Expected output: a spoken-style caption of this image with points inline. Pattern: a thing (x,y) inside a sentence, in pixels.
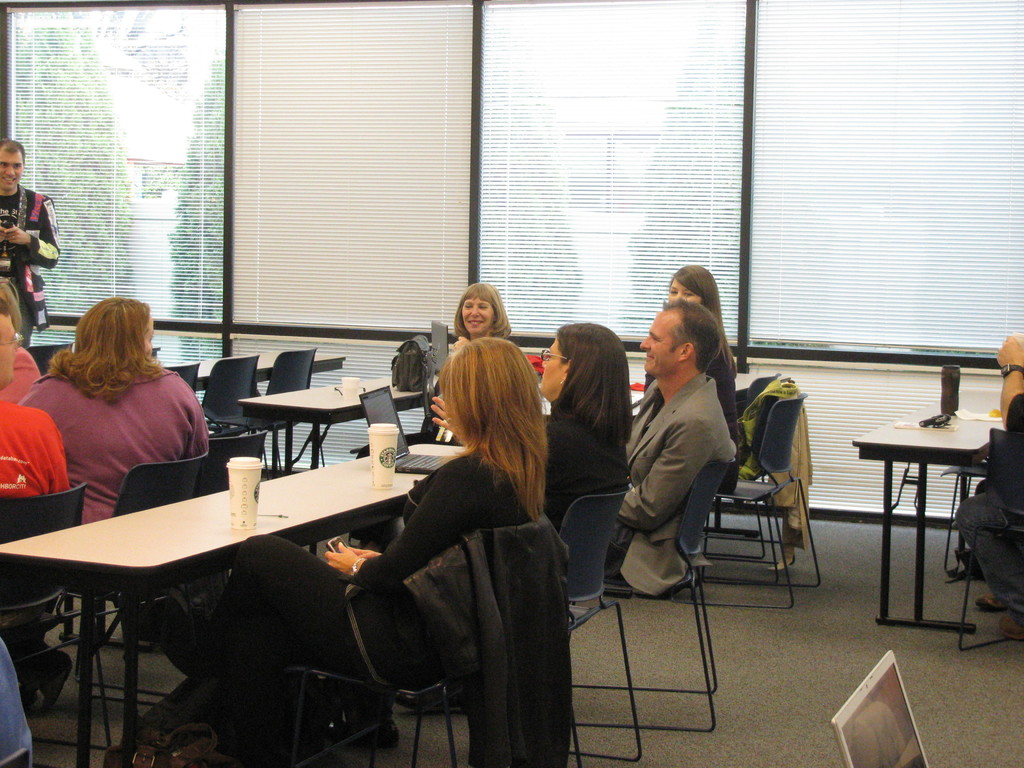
In the middle of the image (442,447) there are some table (70,535) and chairs (77,496) on the table (166,517) there are some cups (392,459) and laptops (388,420). Surrounding the tables (313,394) few people (58,373) are sitting on the chairs (39,525). Behind them there is a glass window (87,110). Through the glass window (76,121) we can see some trees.
